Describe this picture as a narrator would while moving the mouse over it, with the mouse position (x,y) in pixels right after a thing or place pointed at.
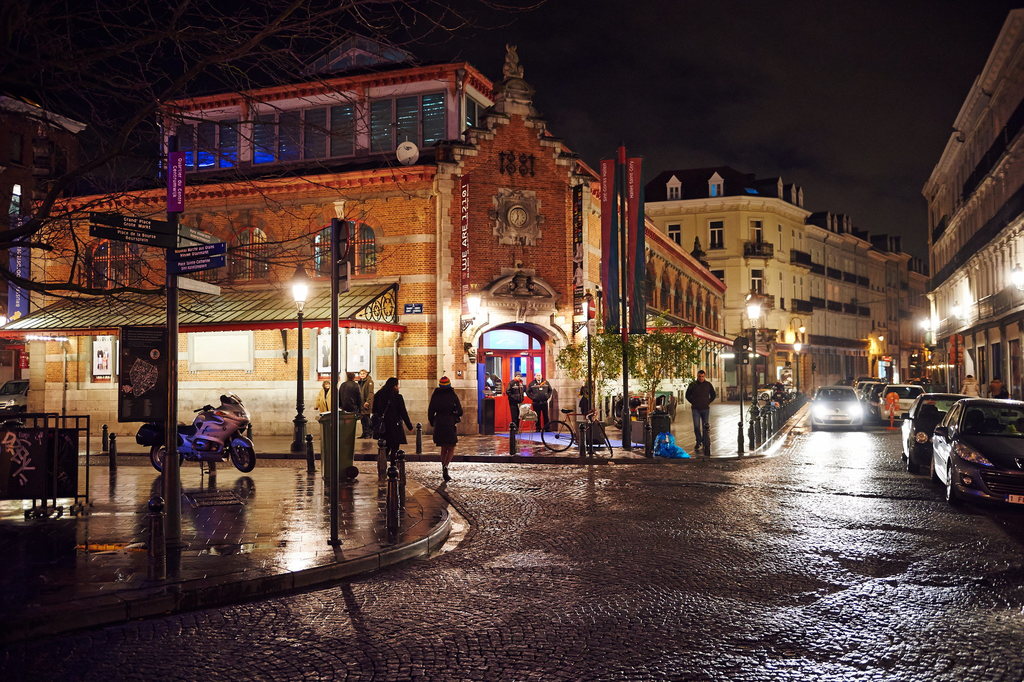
In this picture I can see the cars (959,474) on the right side (930,457), in the middle (558,399) few people (452,435) are walking, there are trees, buildings (850,273), lights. On the left side (150,426) I can see the motorcycle (241,455).
